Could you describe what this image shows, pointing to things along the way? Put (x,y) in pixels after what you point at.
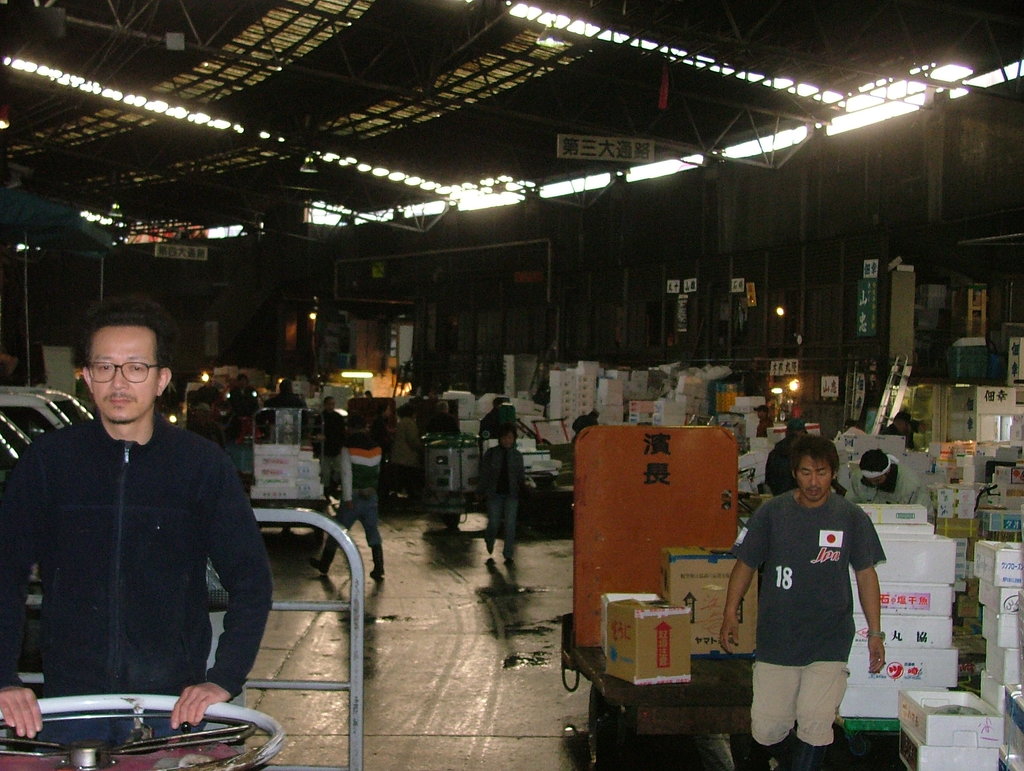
In this image, we can see a group of people (881,664). Here we can see few boxes (1010,662). Left side of the image (167,635), we can see a person (74,589) is holding some steering (117,712). Background we can see so many stickers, boards (877,302), rods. Top of the image (445,121), we can see a roof (422,86).
